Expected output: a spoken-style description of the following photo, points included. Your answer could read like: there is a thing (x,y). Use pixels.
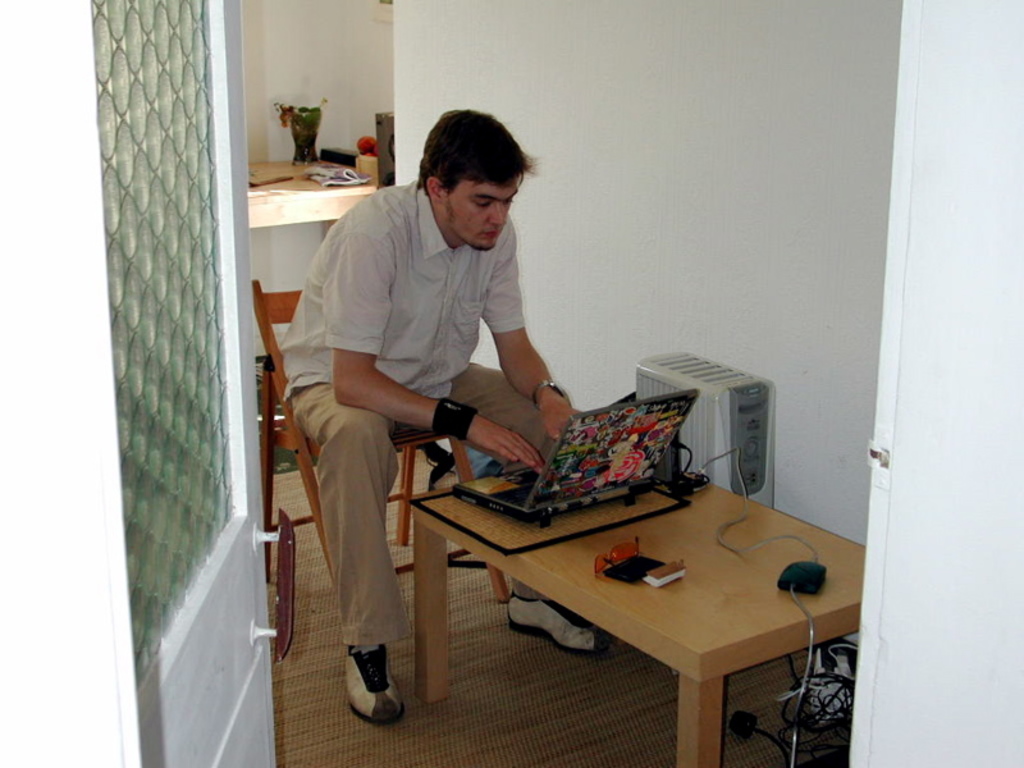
In the foreground of this image (538,436), there is a man (431,246) sitting on the chair (314,472) in front of a table (579,570) on which, there is a laptop (621,483), spectacles (629,551), mobile (627,564), an object (683,573), adapter (795,569) and the cable (796,590). On the bottom (818,724), there are cables (816,706). Beside the table (698,491), there is a device (725,433) and the wall (671,260). On the left (170,517), there is a door (208,451). In the background (260,210), there is a table (318,197) on which few objects (345,160) are placed and on the top (302,29), there is the wall (304,35).
